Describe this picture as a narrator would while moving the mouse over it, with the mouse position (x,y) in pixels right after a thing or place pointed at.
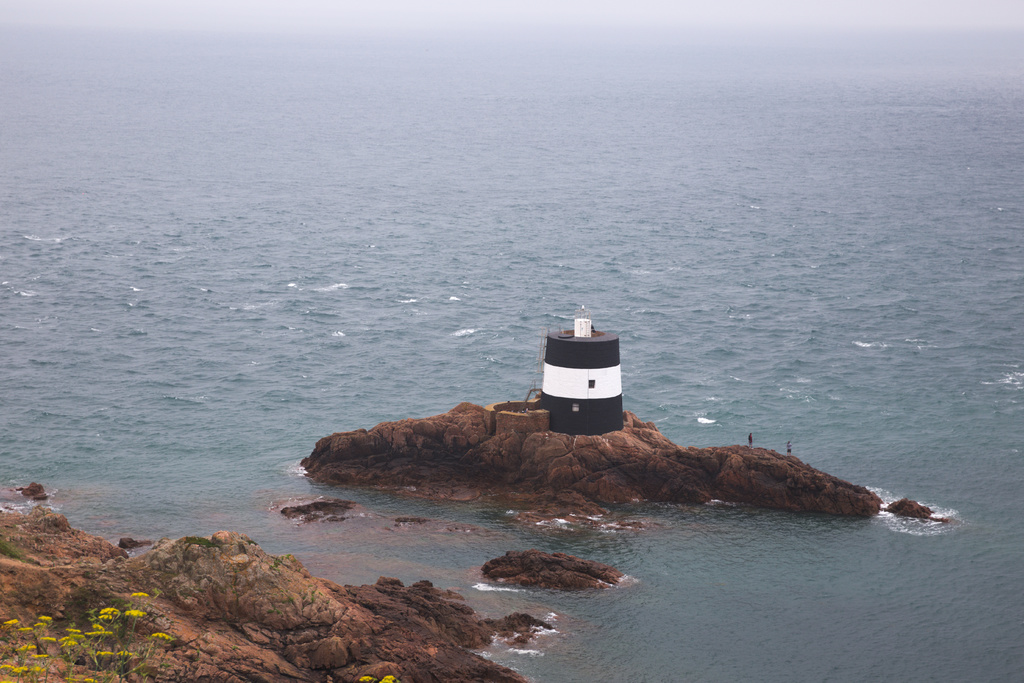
In this picture we can see rocks (92,561), water (567,313), plants (89,635) and flowers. There are two people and we can see light house (603,389).
